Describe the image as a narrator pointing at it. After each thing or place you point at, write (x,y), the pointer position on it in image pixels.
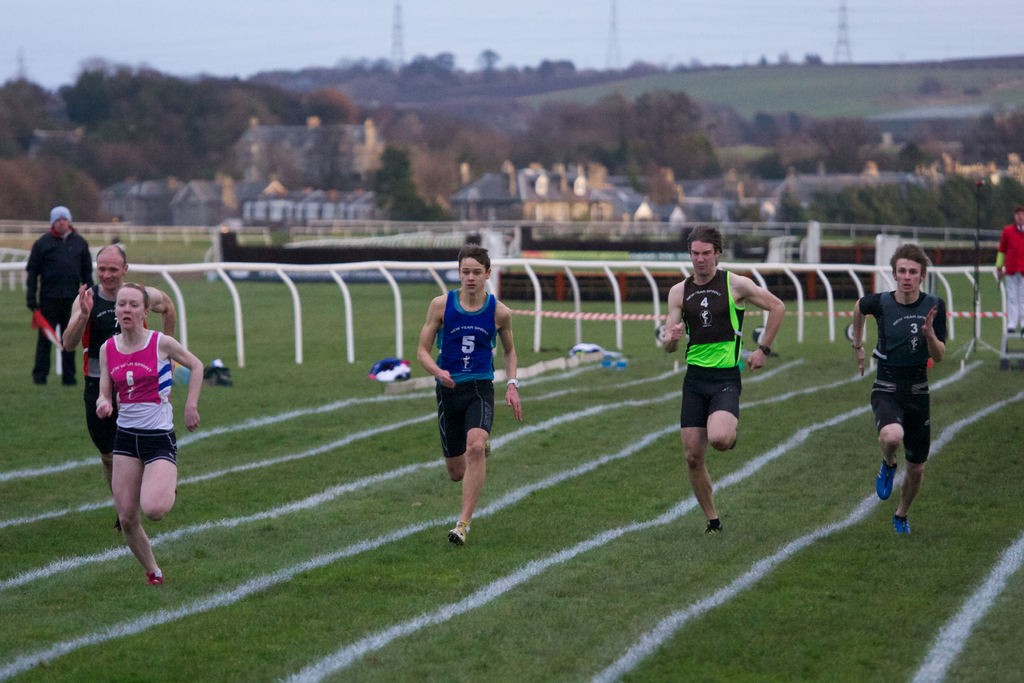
In this image I can see few persons (130,365) are running on the ground (597,436), some grass (576,510) on the ground (562,618) and few lines (601,675) which are white in color on the ground (630,608). In the background (39,257) I can see few other persons (54,257) standing, the white colored railing (290,287), few buildings (564,181), few trees (95,91), few towers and the sky (901,38).
